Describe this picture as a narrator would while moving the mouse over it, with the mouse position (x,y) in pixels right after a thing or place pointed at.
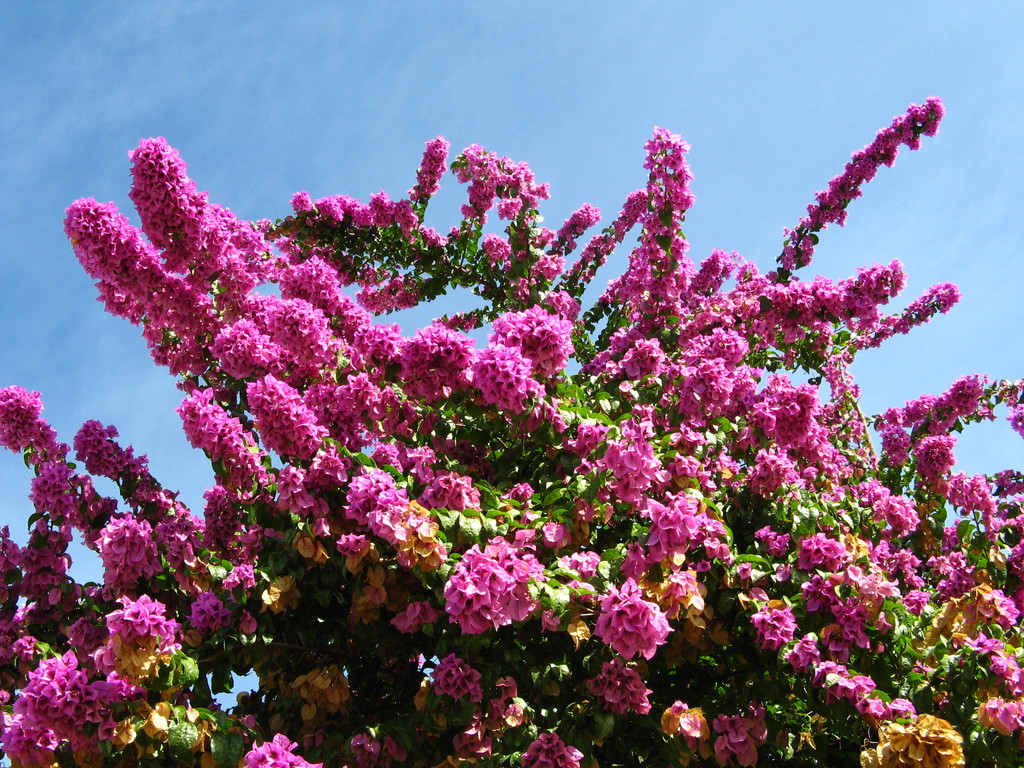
In this picture we can see pink color flowers (501,374). On the bottom (570,595) there is a plant (594,508). On the top (405,122) we can see sky (549,104) and clouds (479,19).
